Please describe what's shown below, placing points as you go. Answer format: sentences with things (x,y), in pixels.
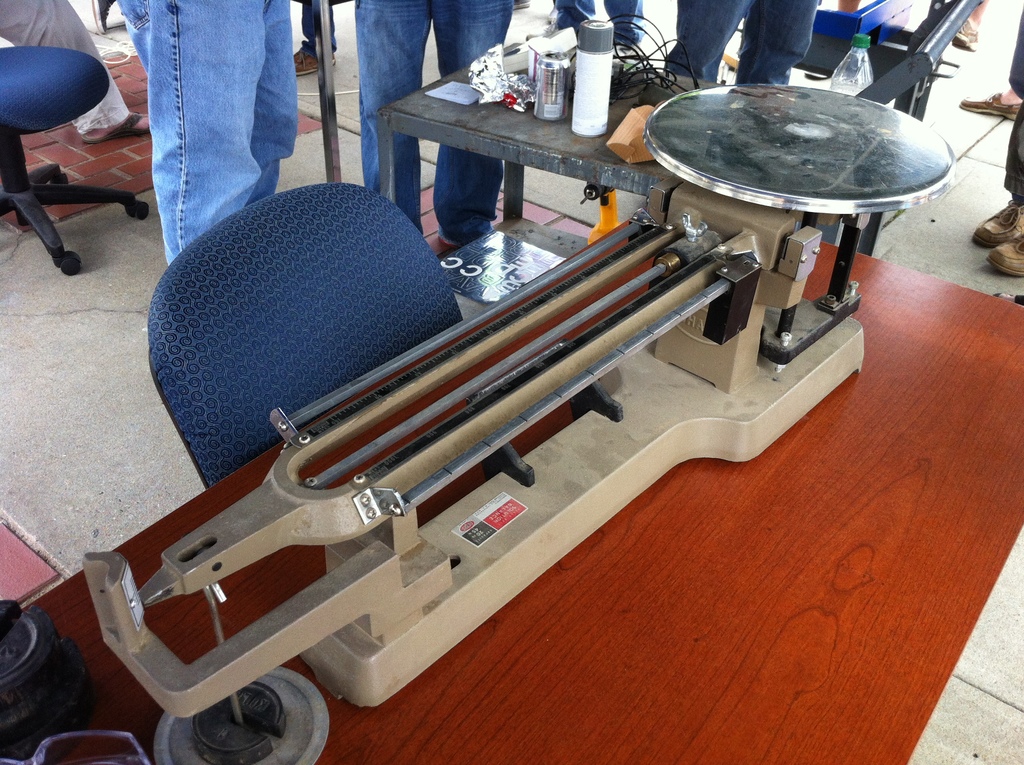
In the center of the image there is a table (530,708). On the table (605,605) we can see weighing machine (437,487) and some objects (31,714) are there. At the top of the image (424,105) we can see some persons (402,13), rod (323,82), chairs (31,68), table (545,127), bottles (602,93), wire (669,61), paper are there. In the middle of the image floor (27,362) is there.
